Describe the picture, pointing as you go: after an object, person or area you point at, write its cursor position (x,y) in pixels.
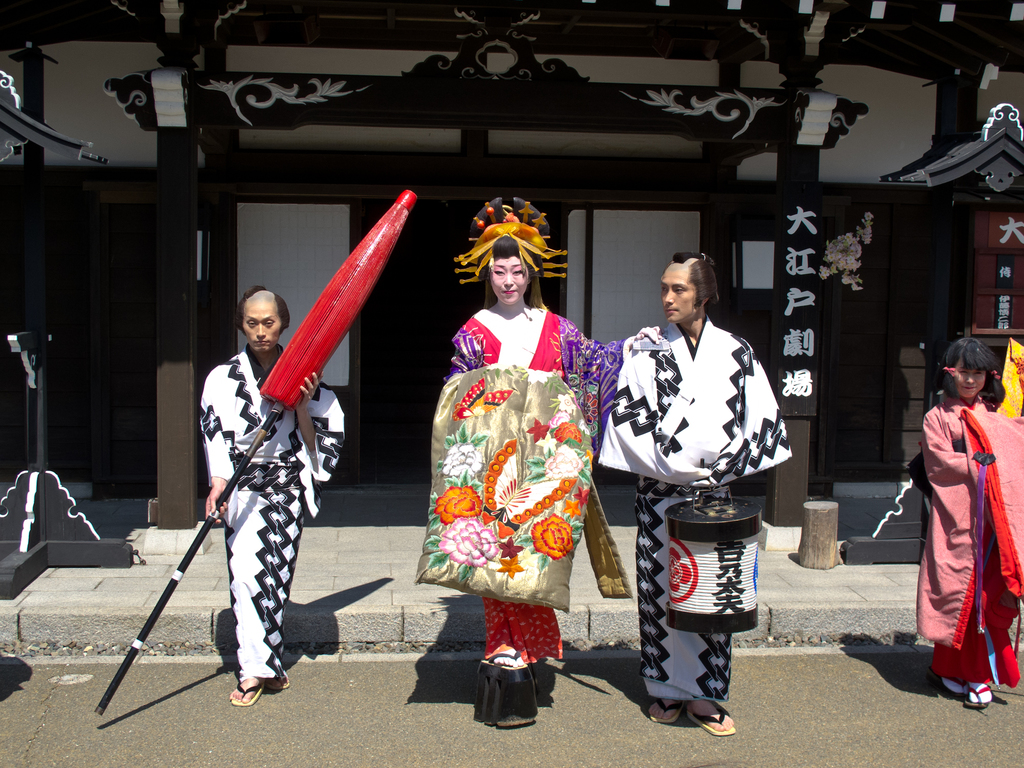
In this picture we can observe four members (500,545). one of them was a woman (529,414) standing between the two men (221,379). One of the man (235,464) was holding a stick (273,415) in his hand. On the right side (952,526) we can observe a girl (934,535) standing. In the background (91,244) there is a house (364,143).
